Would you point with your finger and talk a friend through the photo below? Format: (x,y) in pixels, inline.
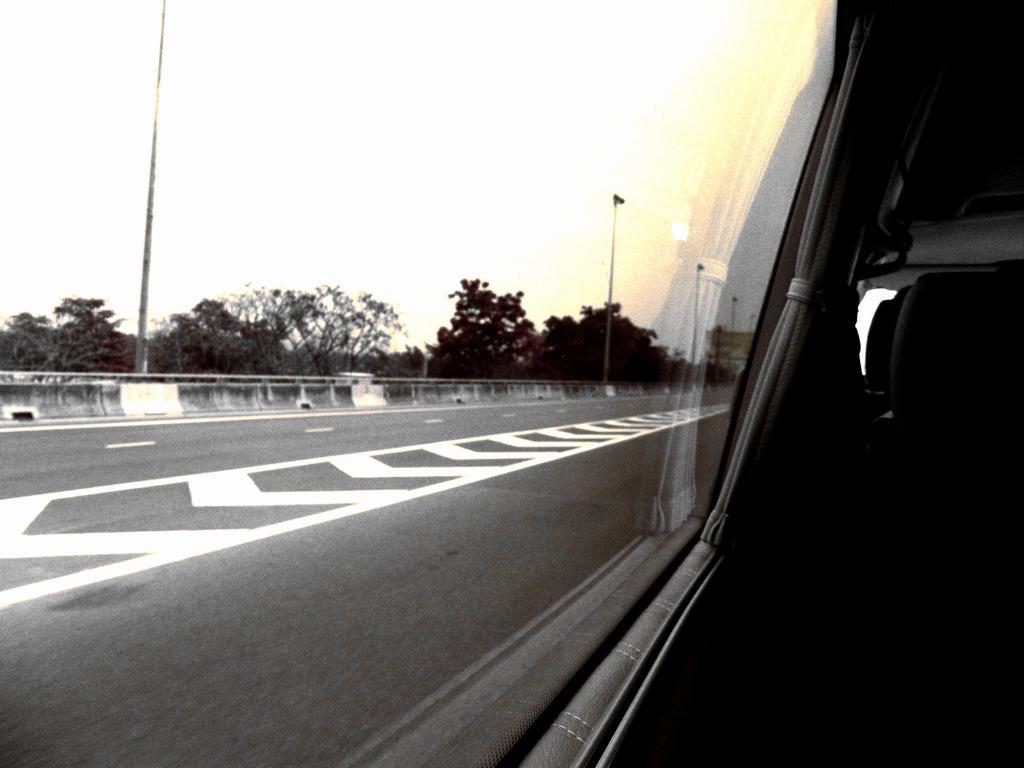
On the right side (983,607) there are seats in a car (502,728), on left side (6,567) there is a road (135,434), in the background (71,411) there are poles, railing (62,395), trees (39,344) and the sky (400,206).
